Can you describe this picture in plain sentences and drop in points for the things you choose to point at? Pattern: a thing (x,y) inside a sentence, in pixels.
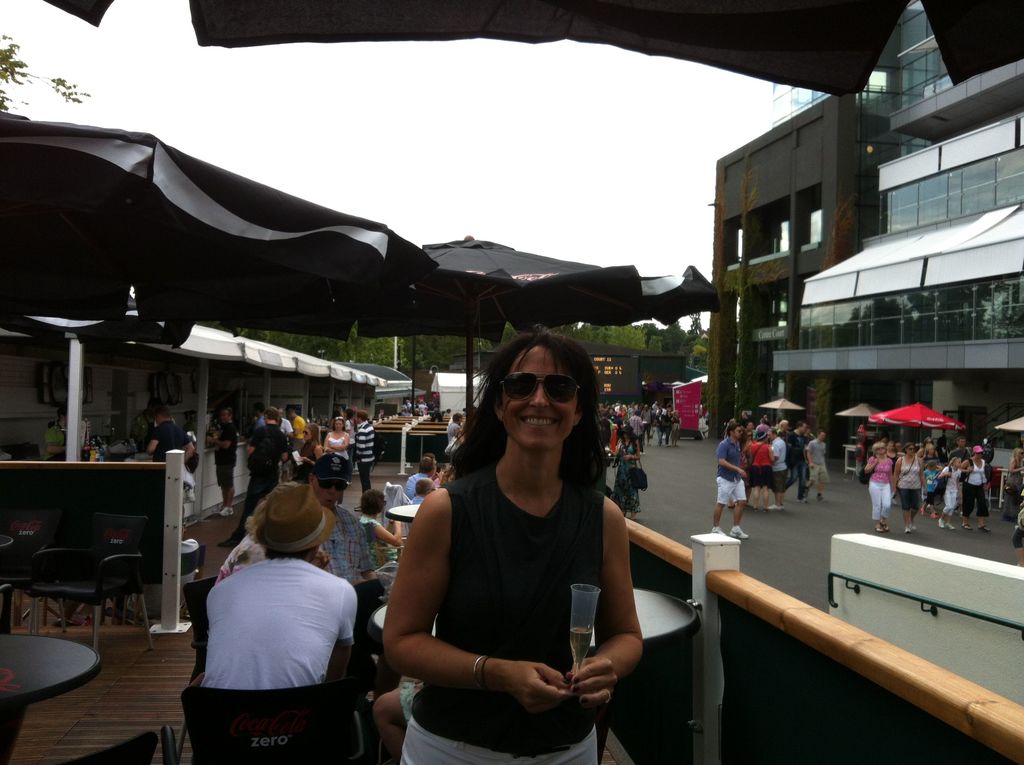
In the picture we can see a woman (591,761) standing in a black top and holding a glass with a liquid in it and behind her we can see some people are sitting near the tables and behind them, we can see some stalls (311,405) and some people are standing near it and opposite side of it we can see the building (977,428) and some people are walking near it and in the background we can see the sky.
